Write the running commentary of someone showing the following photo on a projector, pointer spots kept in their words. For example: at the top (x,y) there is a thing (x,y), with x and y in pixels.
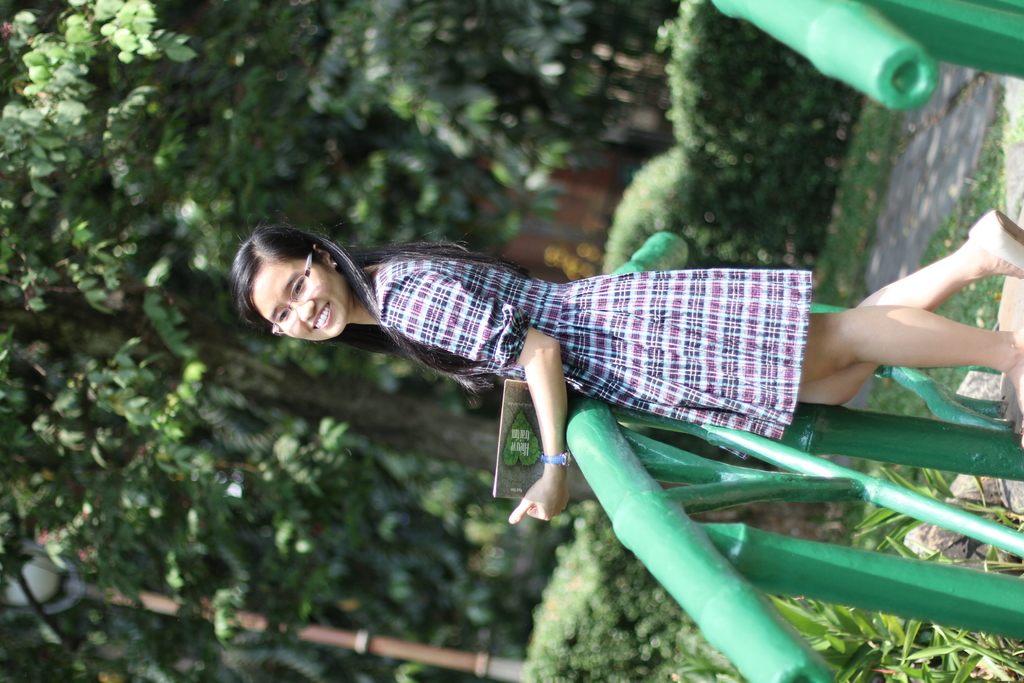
In this picture there is a woman (493,264) standing and smiling and holding an object (537,462). We can see grass (982,175), plants (722,45) and fence (764,659). In the background of the image (47,407) we can see trees (300,558).
